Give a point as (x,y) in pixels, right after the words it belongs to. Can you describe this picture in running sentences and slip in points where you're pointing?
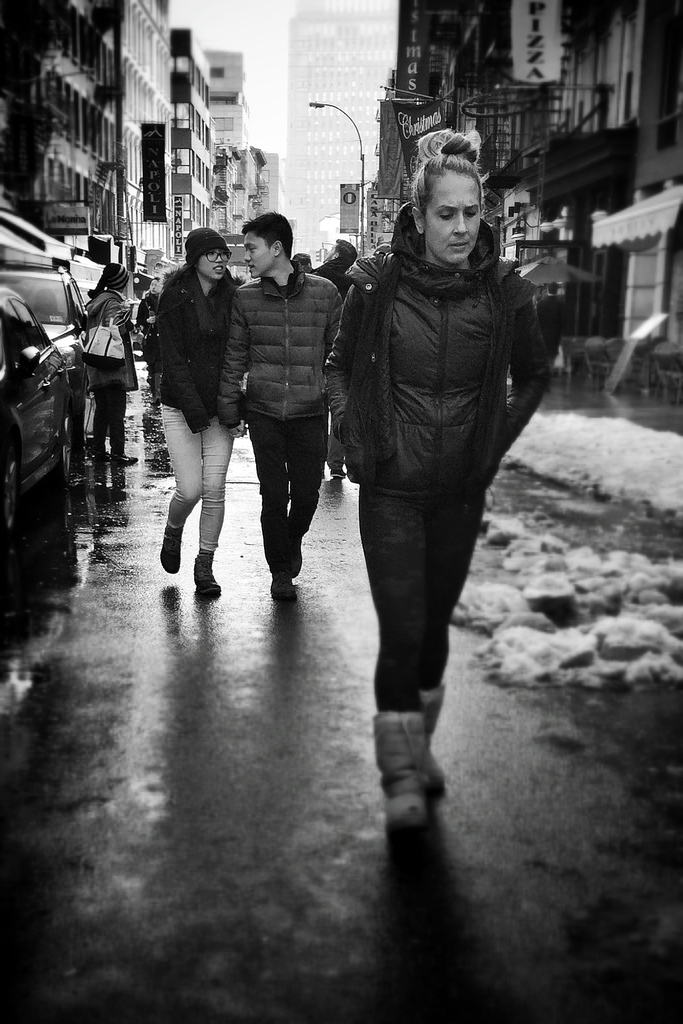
In this black and white image I can see people (275,251) walking on the road (145,682). I can see buildings (545,97) on both sides of the image, some light poles (317,105), vehicles (37,414) and the background (197,1) is blurred.
